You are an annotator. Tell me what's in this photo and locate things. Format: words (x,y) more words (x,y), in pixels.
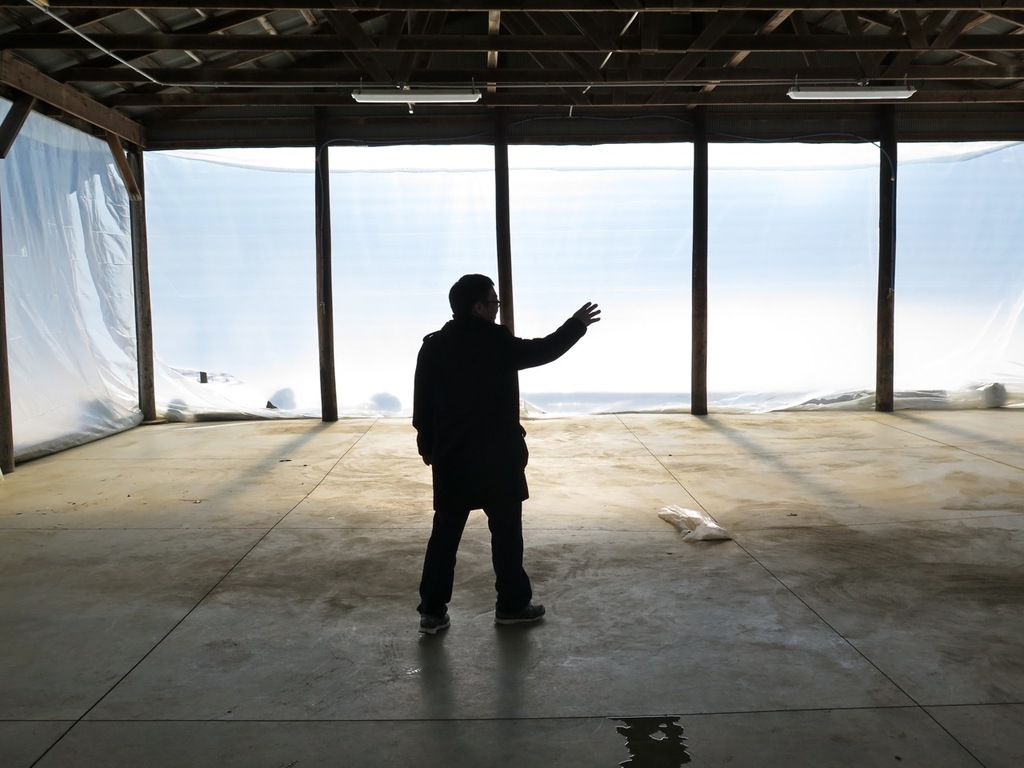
In this image we can see a person (523,470) standing on the floor (414,544). On the backside (227,189) we can see some windows (394,239) and a roof (434,85) with some ceiling lights (435,102).
